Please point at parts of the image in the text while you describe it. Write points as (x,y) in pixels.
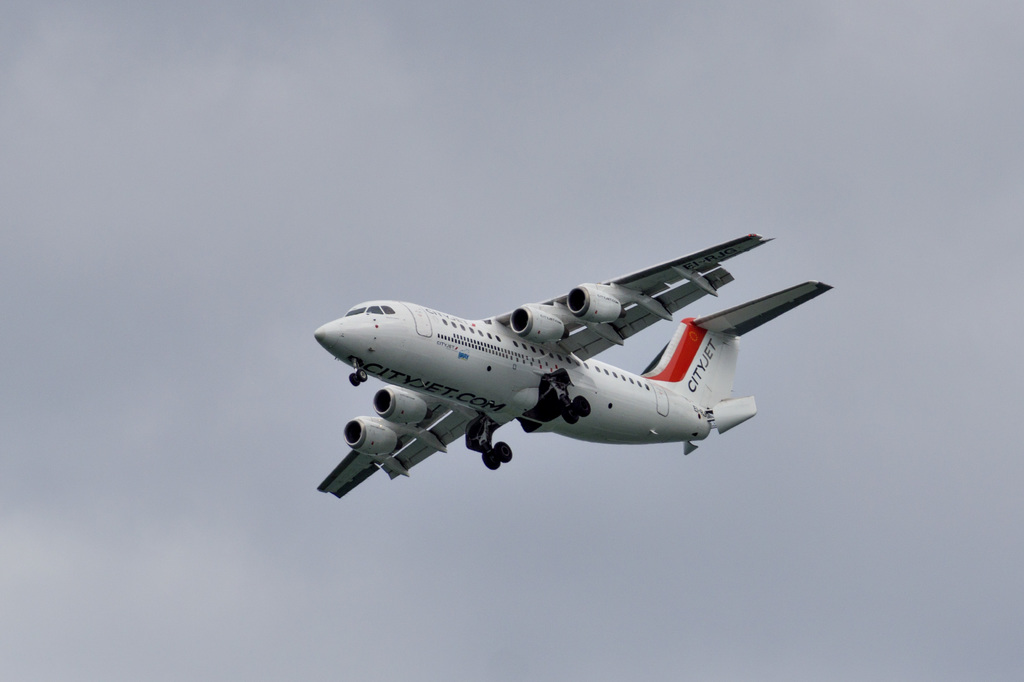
In the picture I can see an airplane (494,409) is flying in the air (346,407) which is in white color. In the background (367,402), we can see the cloudy sky (222,302).
